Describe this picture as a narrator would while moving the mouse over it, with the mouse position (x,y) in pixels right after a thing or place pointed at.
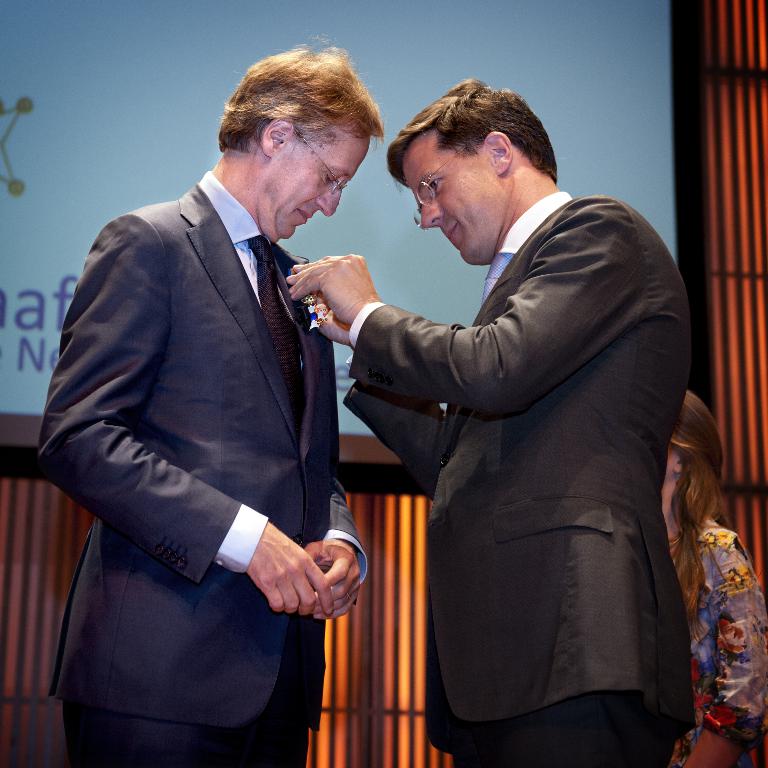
Here I can see two men (203,336) wearing suits (171,405) and standing. The man (517,420) who is on the right side (532,556) is holding an object (326,321) in the hands (328,298) and it seems like he is attaching a badge (318,304) to the suit (236,400) of another man (242,391). In the background (702,559) there is a woman (711,593) and also I can see a screen (120,131) on which there is some text (29,347).
